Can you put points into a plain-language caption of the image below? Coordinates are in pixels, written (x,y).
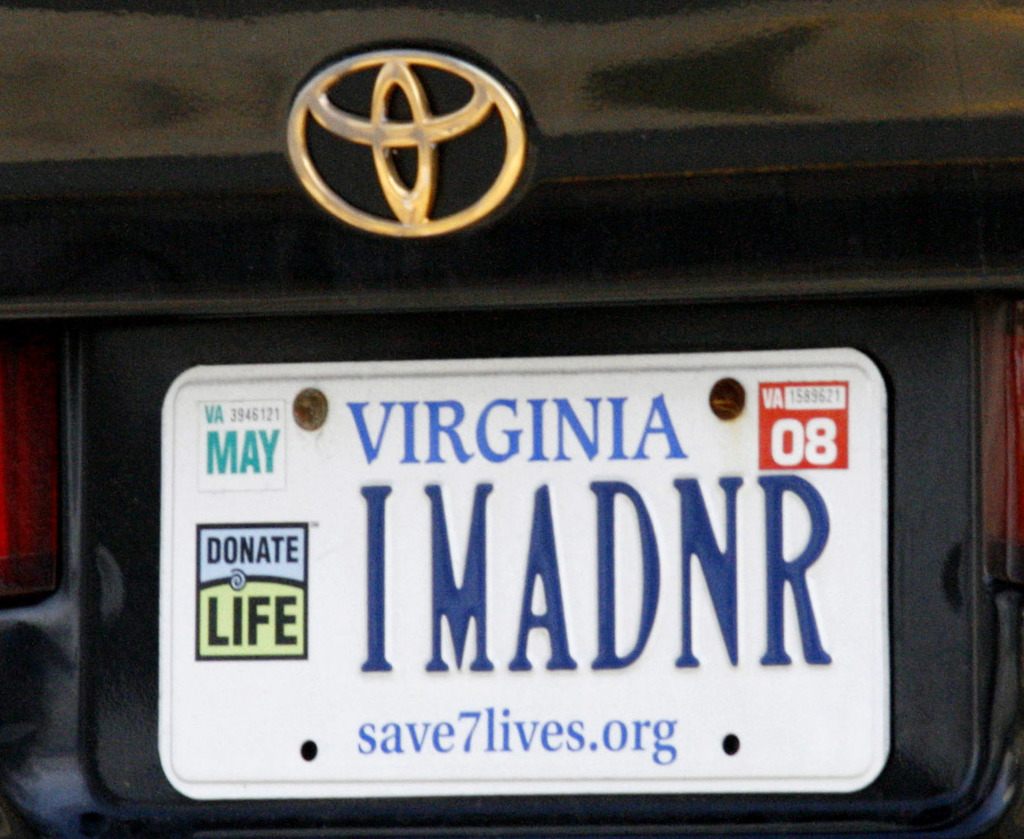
This is a picture of a logo (430,128) of a vehicle (366,185) and a name plate (228,791) with numbers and words (382,629) on it, which are fixed to the vehicle (136,585).
